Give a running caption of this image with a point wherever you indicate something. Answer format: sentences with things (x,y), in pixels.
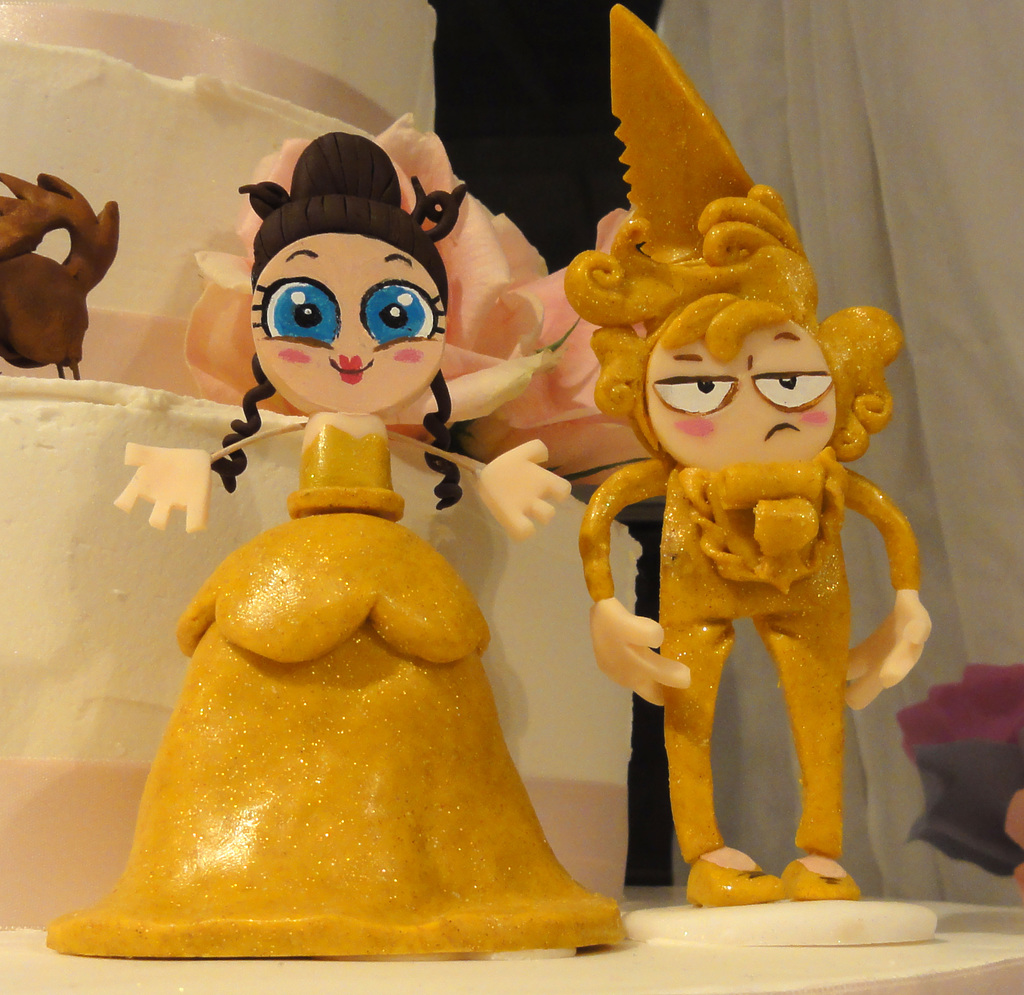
This is a toy (347,159) of a girl (372,462) and here it is in the shape of a man (835,407). This is the cake (115,475) which is in white color.
